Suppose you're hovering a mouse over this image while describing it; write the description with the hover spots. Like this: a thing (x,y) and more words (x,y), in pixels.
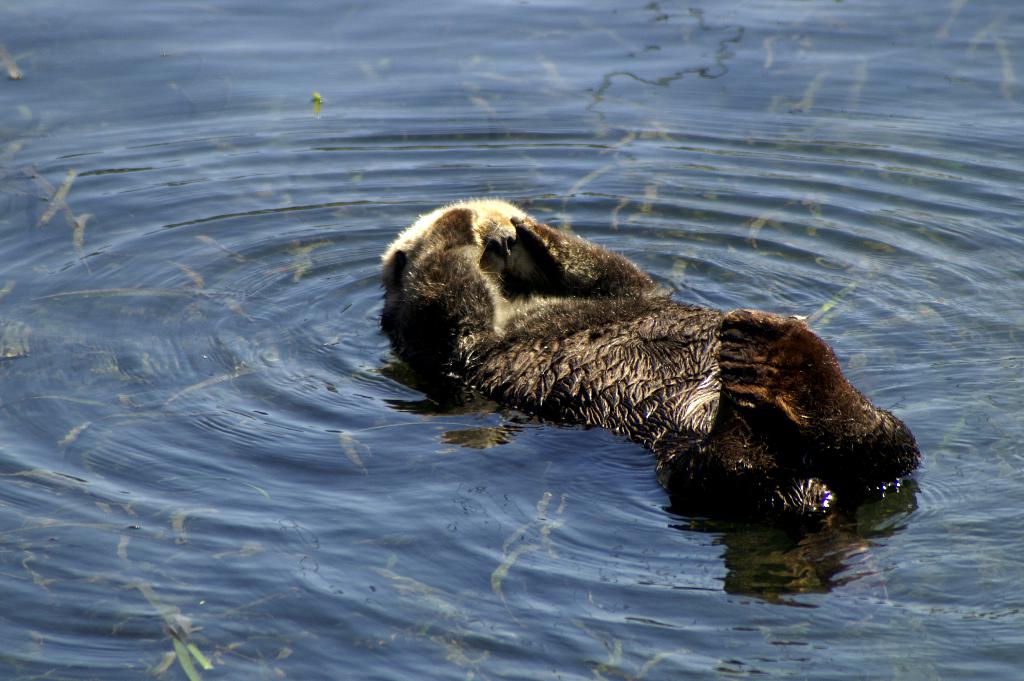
Here in this picture we can see a sea otter (490,245) present in the water (222,131) and we can also see under water plants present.
